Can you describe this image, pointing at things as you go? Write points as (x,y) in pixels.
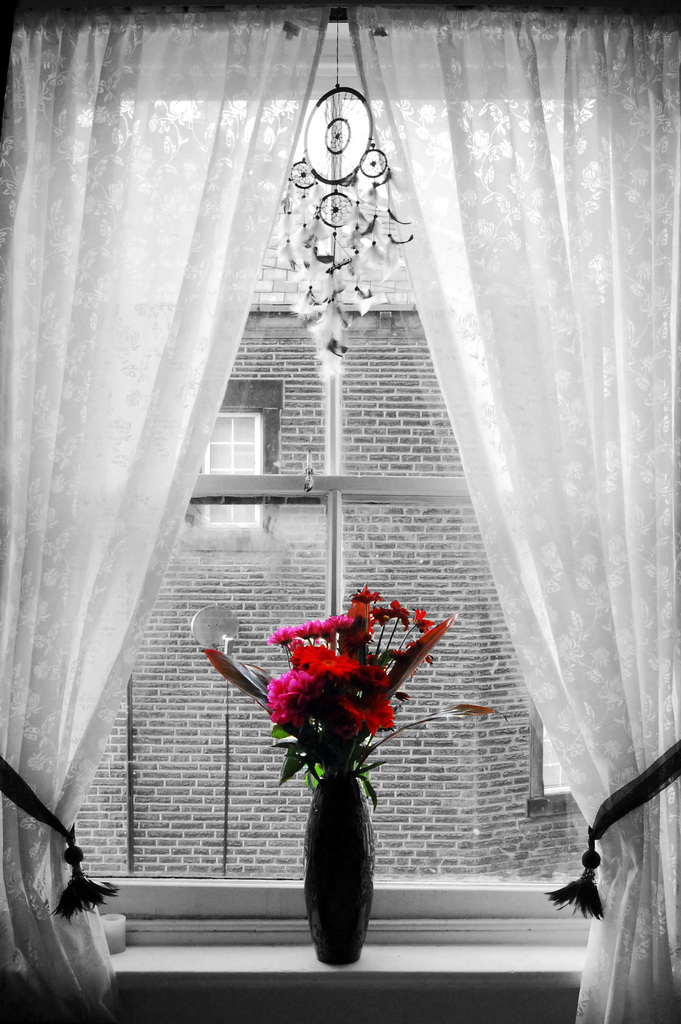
This image consists of a flower vase (329,816). In which there are red color flowers (331,711). It is kept in a window (190,961). we can see white color curtains (170,482). In the background (280,577), there is a building (242,600).
